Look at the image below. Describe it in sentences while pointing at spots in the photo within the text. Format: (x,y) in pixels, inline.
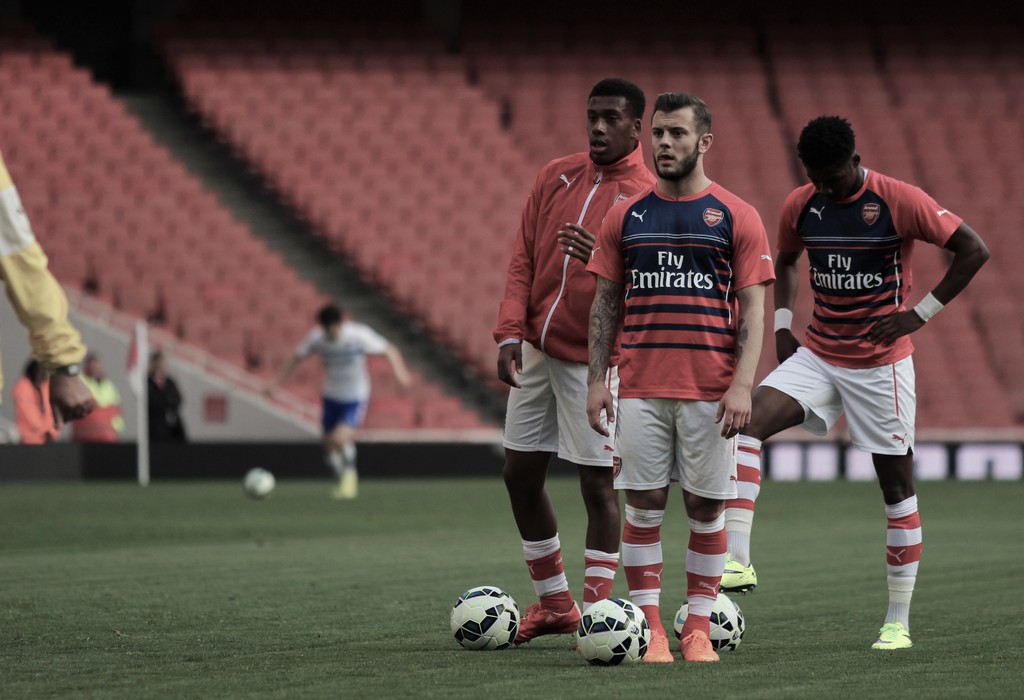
In this picture we can see there are three people (703,270) standing and another person (359,407) is in motion. On the grass (323,616) there are balls (466,598). Behind the people (331,449) there is a pole (137,383), chairs (209,299) and some people (87,378) are standing.
